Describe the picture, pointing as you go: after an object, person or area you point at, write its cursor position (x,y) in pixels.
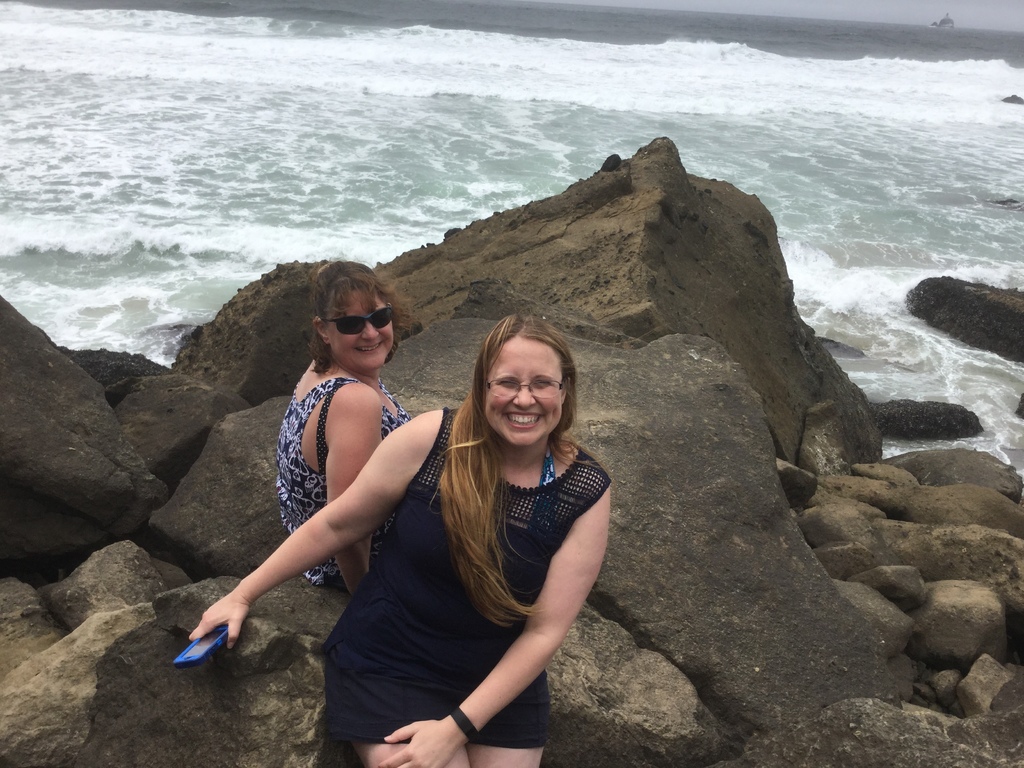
In this picture I can see two women (412,433) with a smile sitting on the surface (689,547). I can see the rocks (444,260). I can see water (512,132).
